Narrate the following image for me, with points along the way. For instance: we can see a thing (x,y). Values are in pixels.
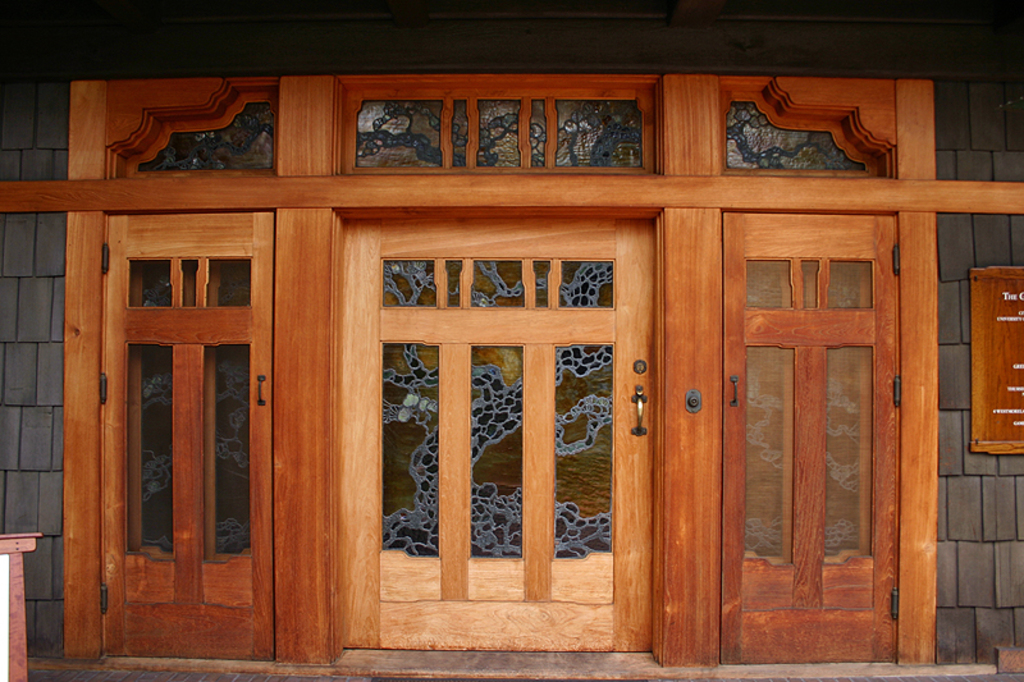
In this image I can see the doors (490,356) to the wall (58,426). To the right (975,372) I can see the wooden board (991,363) and something is written on it.
